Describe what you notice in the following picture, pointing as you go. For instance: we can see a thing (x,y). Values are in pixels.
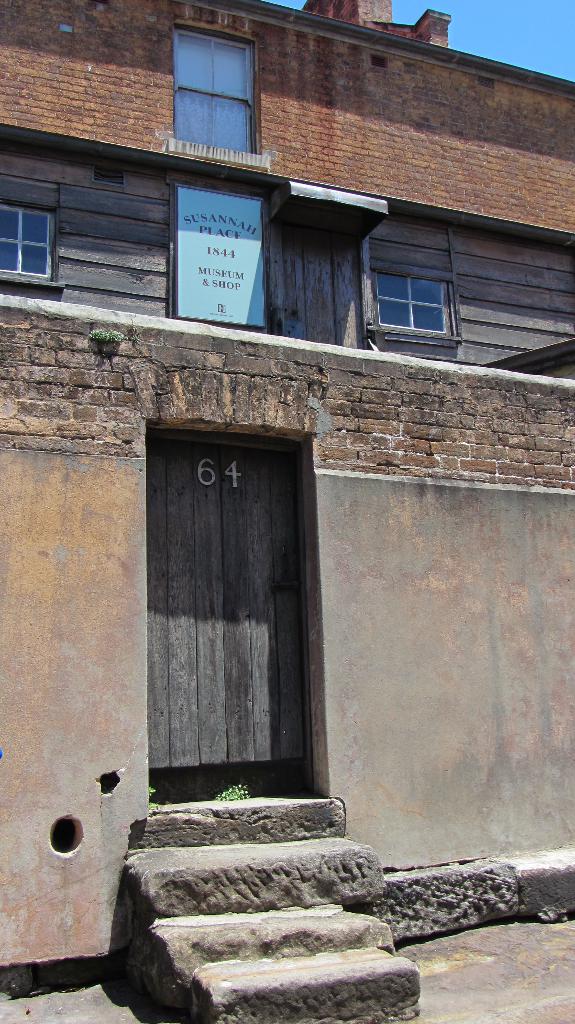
In this image I can see a building (188,633). Here I can see windows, a door (241,762) and other objects (227,790). In the background (481,18) I can see the sky (462,21).
